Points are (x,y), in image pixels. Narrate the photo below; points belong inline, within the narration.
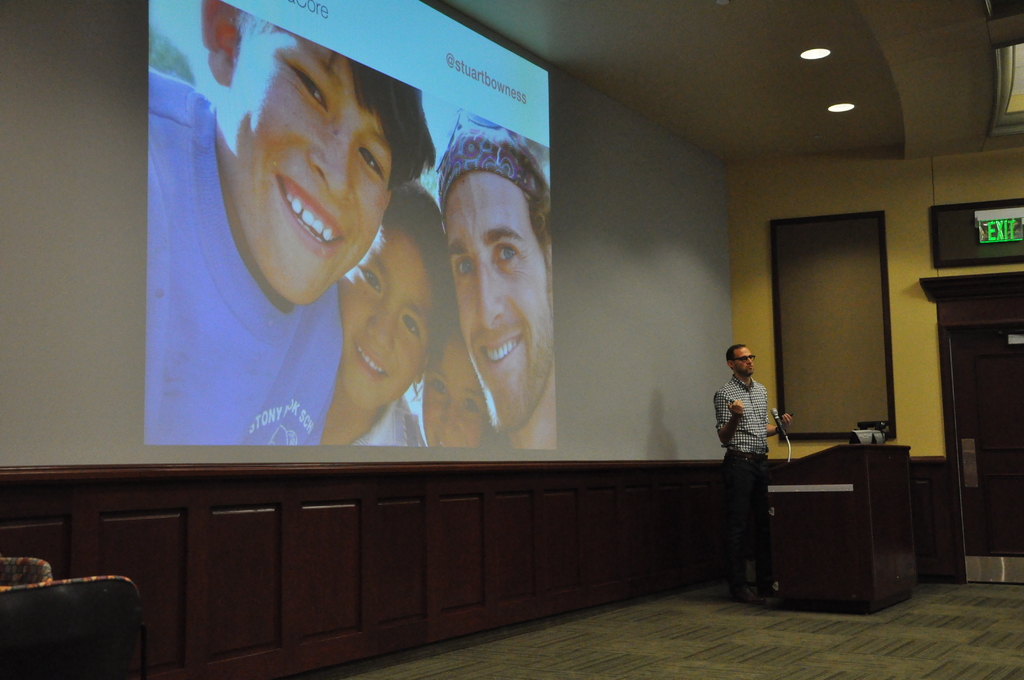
In this image we can see a screen (393,240), in this we can see some persons (297,245) and text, there is a person (753,450) standing in front of the podium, on the top of the roof (826,60) there are some lights (808,52) and on the wall (926,251) there is a frame (854,255) and exit board (994,222).
